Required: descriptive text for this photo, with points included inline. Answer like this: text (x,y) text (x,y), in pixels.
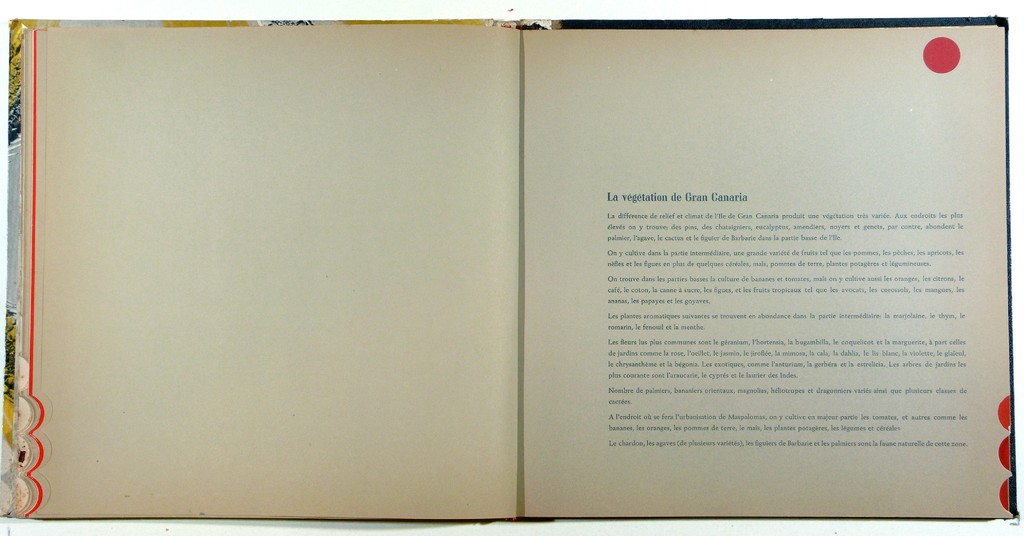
There is a book (695,291). On the right side of the book (719,297) something is written. On the top (931,68) there is a circle (936,59) in red color.
